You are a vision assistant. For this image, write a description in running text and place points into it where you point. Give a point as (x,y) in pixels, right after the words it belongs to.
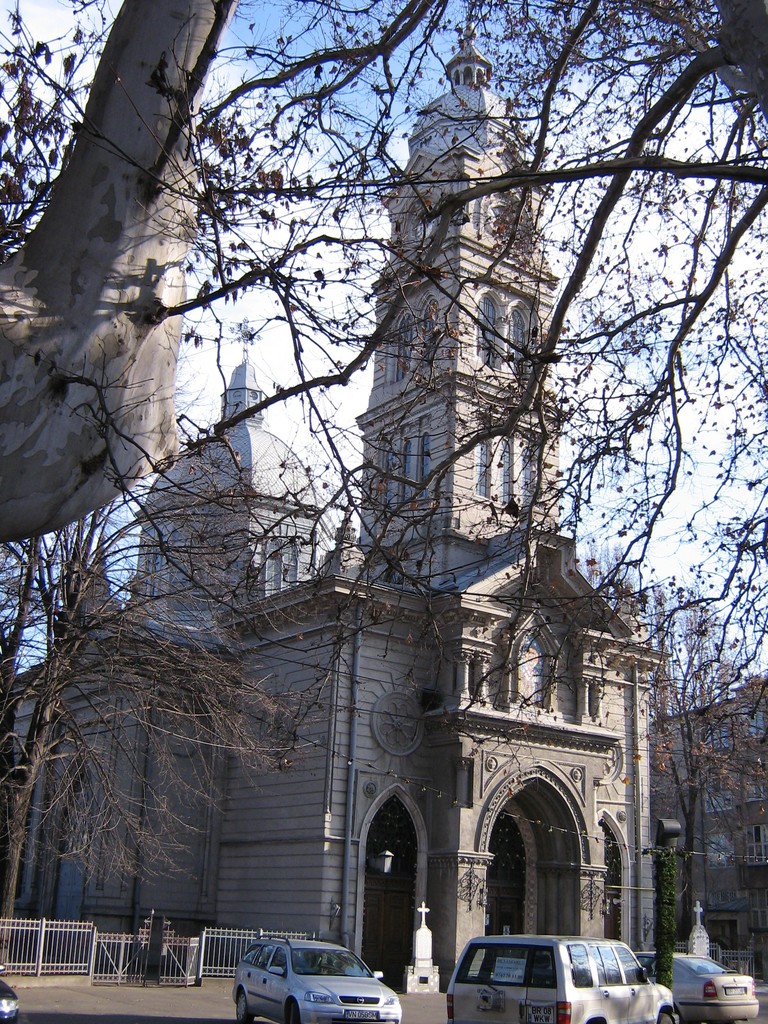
In this picture there is a building (403,768) and there are vehicles (318,953) on the road (52,995) and there are trees (645,276). On the left side of the image (214,945) there is a railing (7,965). At the top (569,223) there is sky (594,160) and there are clouds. At the bottom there is a road (214,1021).
